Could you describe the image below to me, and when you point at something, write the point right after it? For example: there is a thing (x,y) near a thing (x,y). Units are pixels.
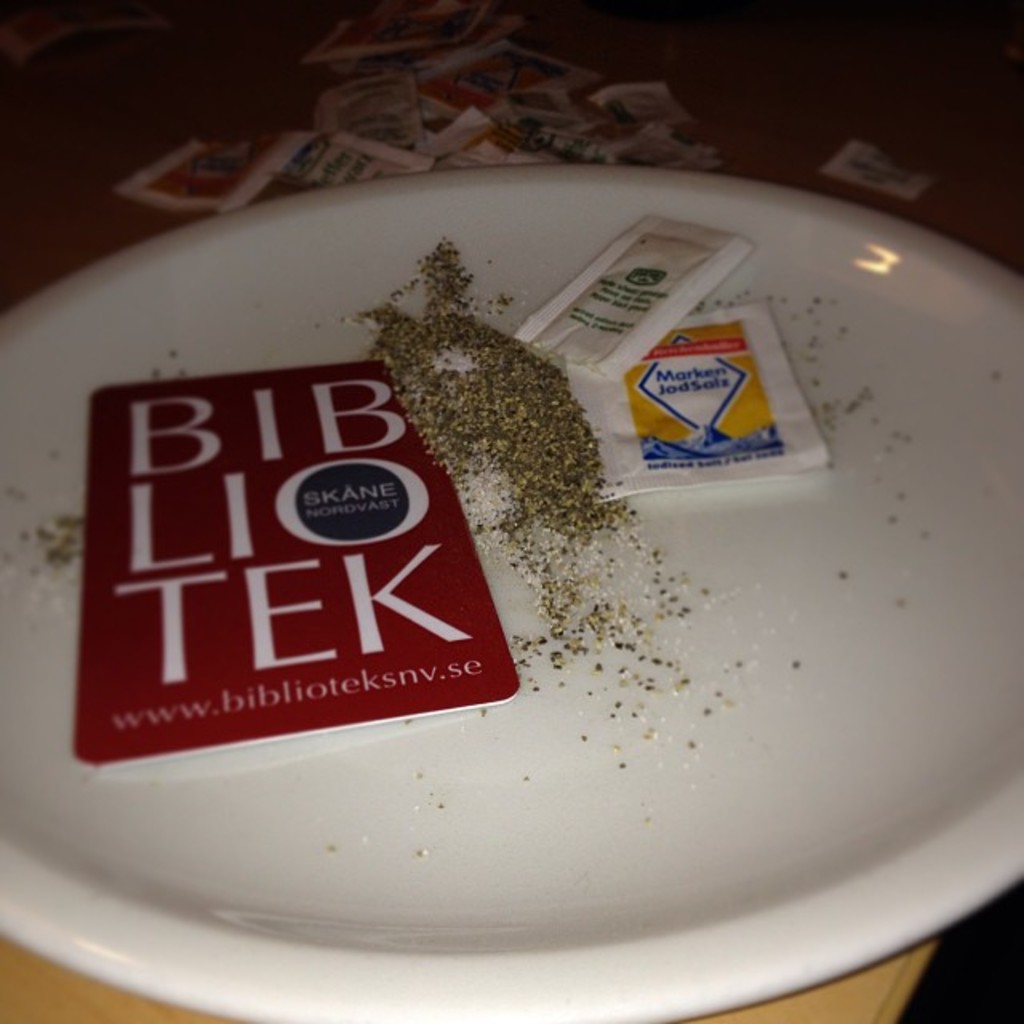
In this image there is a plate (646,852) on a table (109,240). On the plate (397,277) there are food packets (649,347) and a paper (291,442) with text (195,404). There are also herbs (514,497) and salt (537,553) on the plate (627,693). At the top (456,110) there are food packets (428,96) on the table (826,91).
